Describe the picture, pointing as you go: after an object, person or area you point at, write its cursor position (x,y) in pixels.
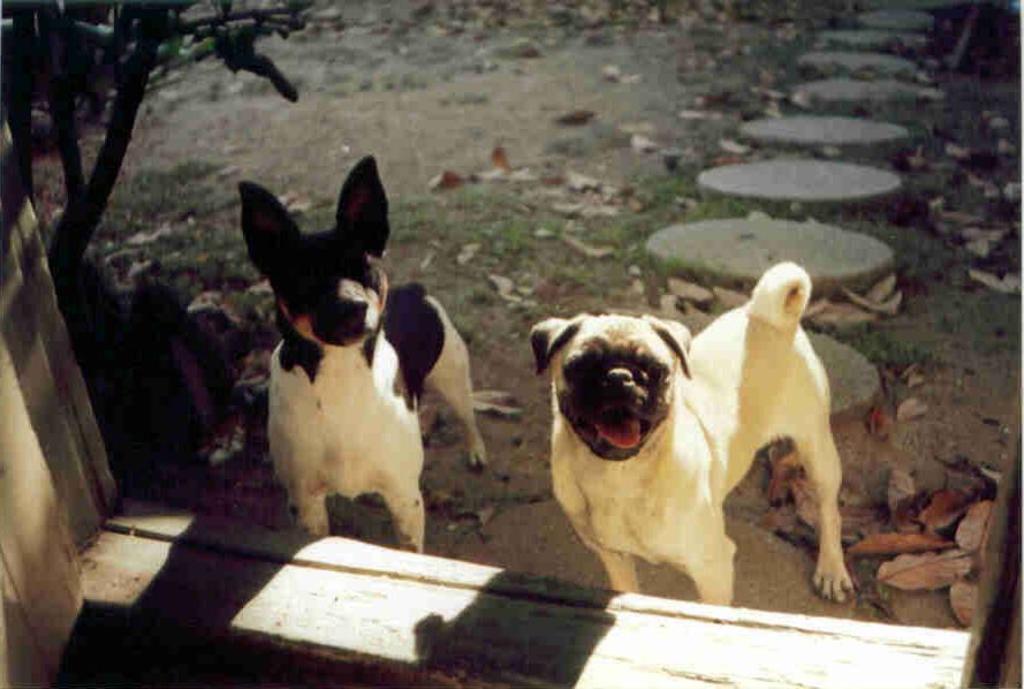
In the foreground of this image (535,500), there are two dogs (470,391). On the left bottom (40,551), there is a wall (31,503). In the background (138,125), there is a tree (133,97), grassland (464,212), stones (826,275) and the dried leaves (933,566).
